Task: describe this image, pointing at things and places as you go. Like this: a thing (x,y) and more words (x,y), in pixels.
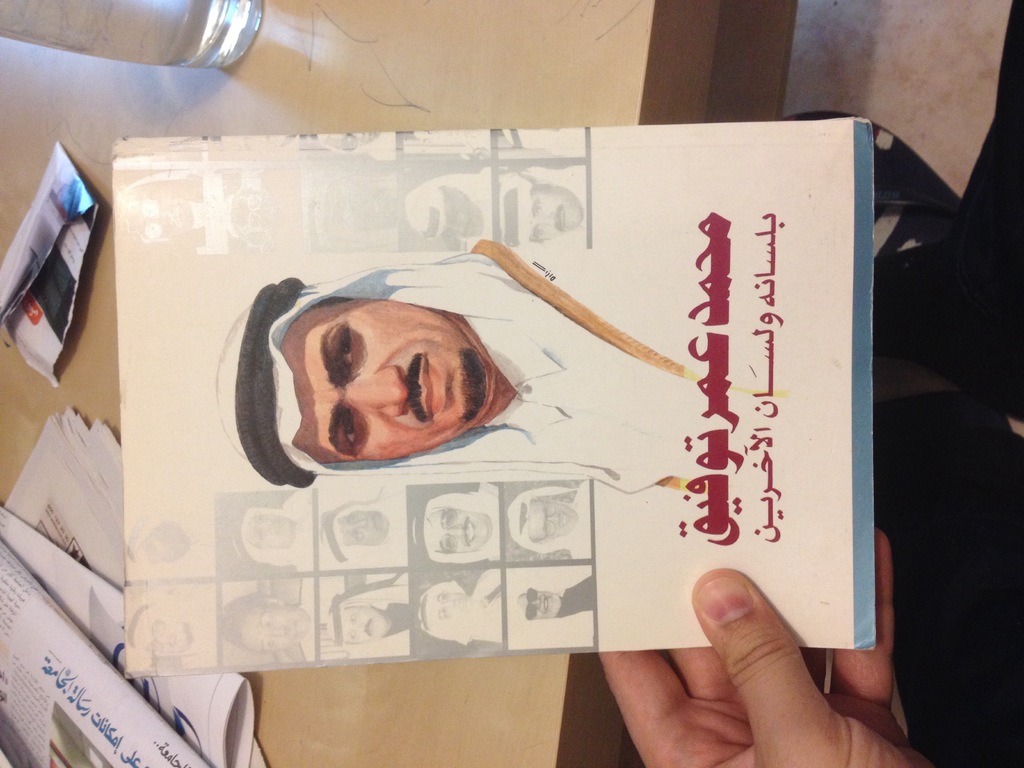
This image consists of a book (421,380) on which there is an image (390,454) of a man (515,441). To the left (83,376), there is a table (98,260), on which there are newspapers (61,527) along with a water glass (134,59). A person (851,722) is holding the book (702,477).
